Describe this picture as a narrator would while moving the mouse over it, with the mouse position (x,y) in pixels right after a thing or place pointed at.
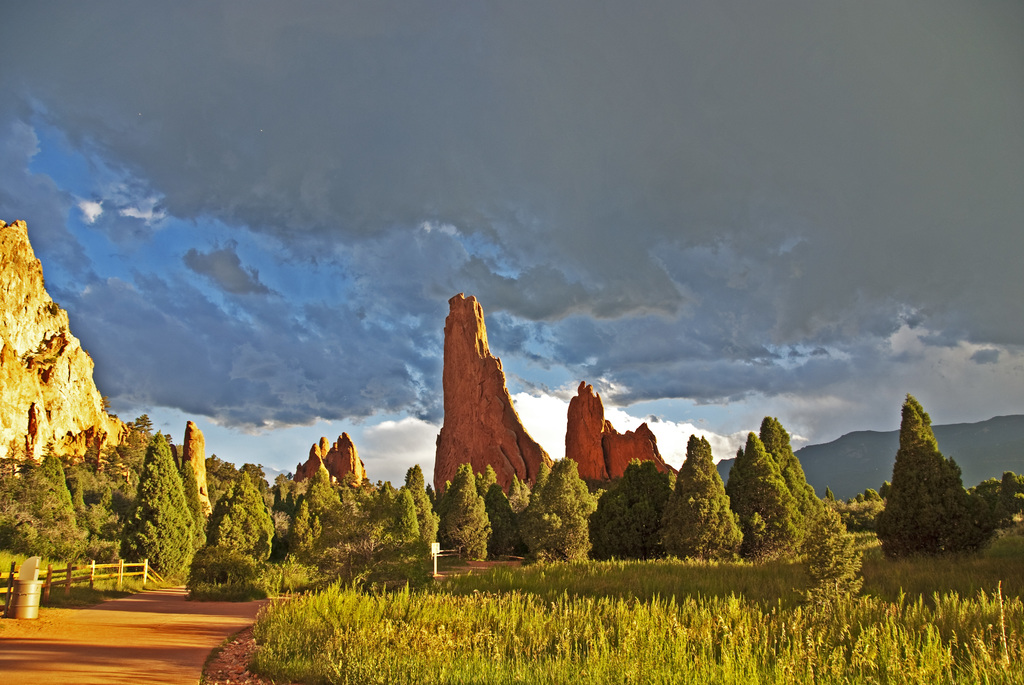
In this image there is grass (526,577) on the ground (526,577). There are trees (517,485), mountains (863,464) and the sky (480,212) is cloudy.
